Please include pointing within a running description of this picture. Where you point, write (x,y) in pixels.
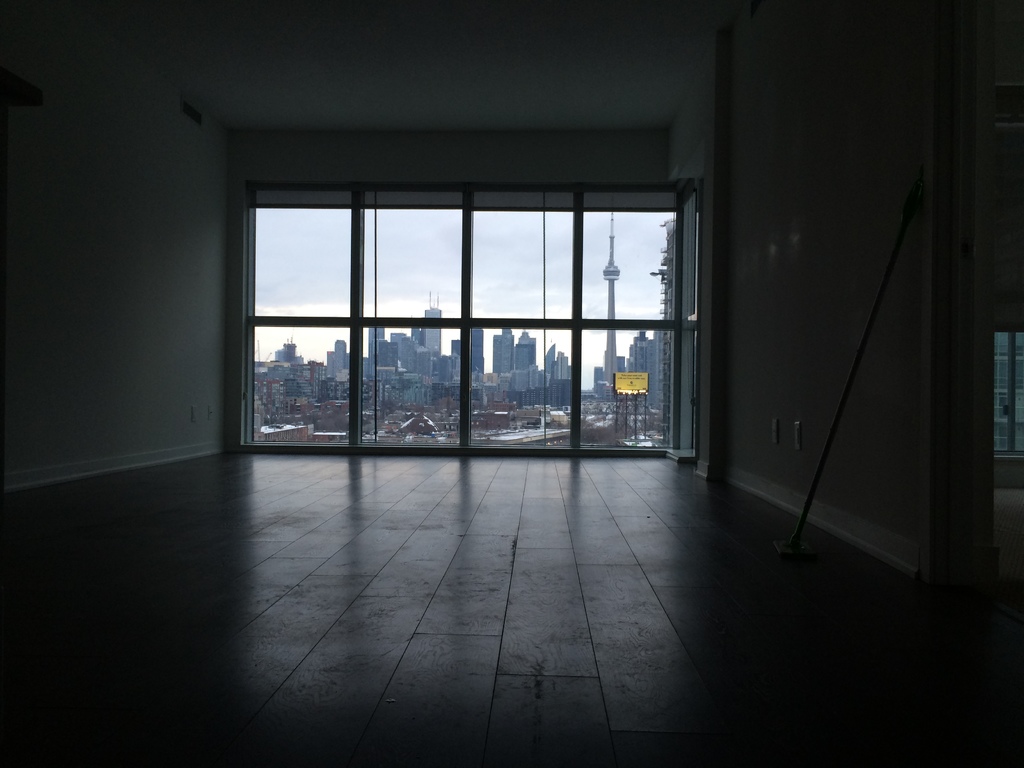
This is an inside view of a room (202,516). We can see a window (351,448). There are some buildings (443,409) and a board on the poles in the background (627,398).
